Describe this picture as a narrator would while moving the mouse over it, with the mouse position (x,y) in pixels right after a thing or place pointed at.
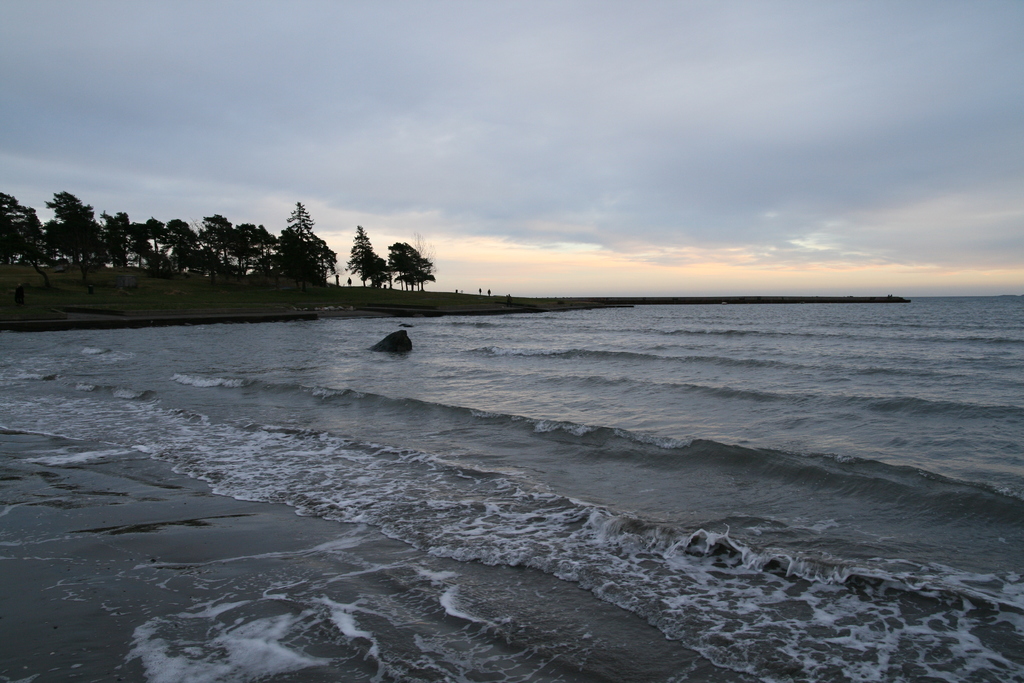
This image is taken outdoors. At the top of the image (142,117) there is the sky (632,244) with clouds (815,120). At the bottom of the image (385,498) there is the sea (888,443). On the left side of the image (234,260) there are many trees (153,238) with leaves (209,243), stems (273,246) and branches (293,243).
